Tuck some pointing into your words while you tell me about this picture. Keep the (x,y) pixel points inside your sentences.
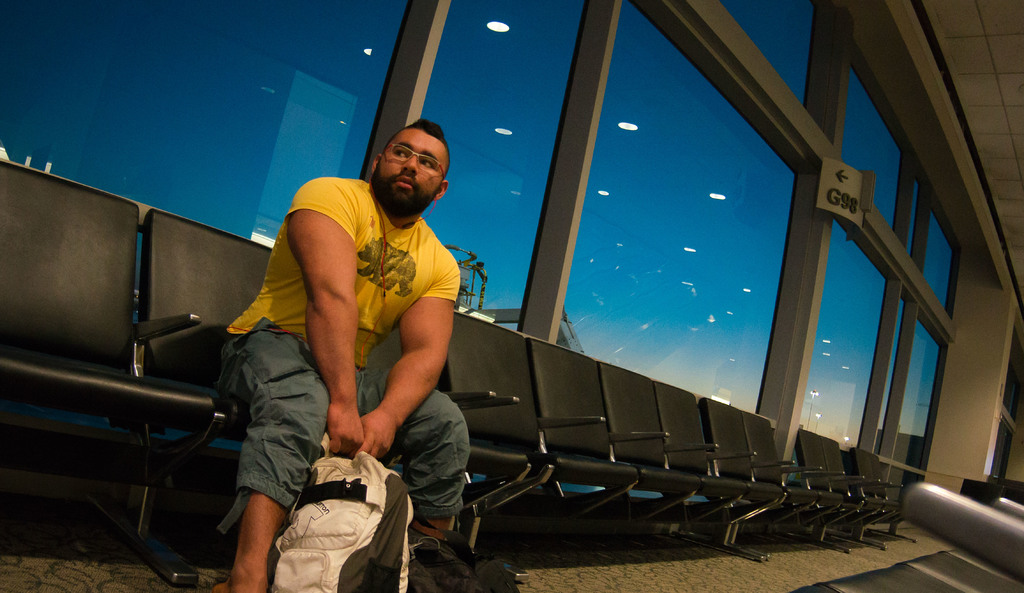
In this image on the left side (334,446) there is one person (374,307) who is sitting on chair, and he is holding bags (353,460). Beside him there are group of chairs (540,427), in the background (539,245) there are glass windows (760,256), poles (606,56) and lights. And on the right side of the image (941,436) there is wall (941,436) and some pipes (915,501), at the bottom (553,592) there is floor (516,557). In the top right (845,190) there is one board (820,187), on the board (828,198) there is text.
